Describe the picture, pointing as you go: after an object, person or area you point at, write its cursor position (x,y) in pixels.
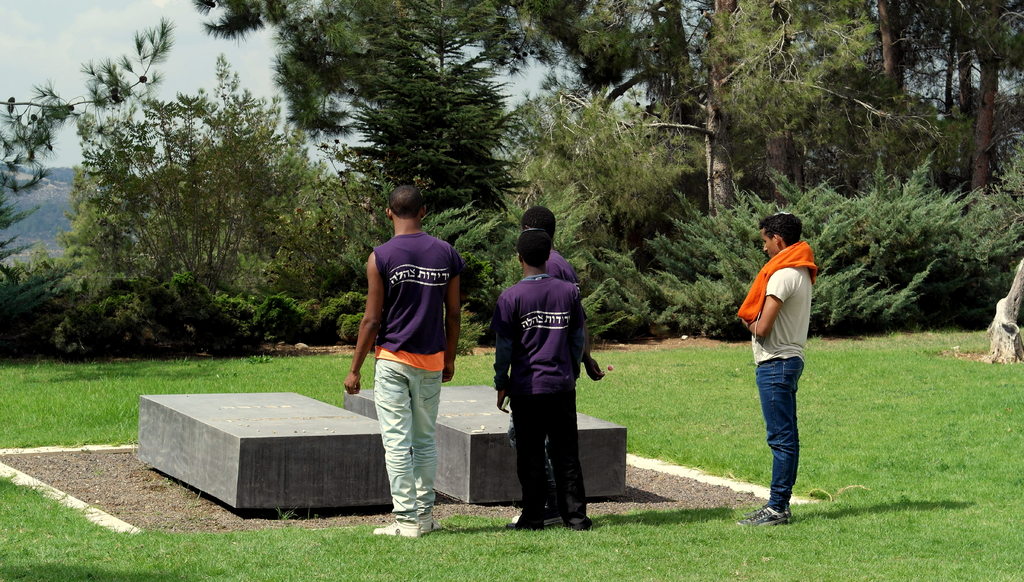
This image is taken outdoors. At the bottom of the image (56,531) there is a ground (312,544) with grass (958,434) on it. In the background (265,230) there are many trees (717,176) and plants (984,263). At the top of the image (81,54) there is a sky (195,48) with clouds (114,25). In the middle of the image (412,372) four men (405,221) are standing on the ground (931,360) and there are two stones (331,463) on the ground (132,468).
